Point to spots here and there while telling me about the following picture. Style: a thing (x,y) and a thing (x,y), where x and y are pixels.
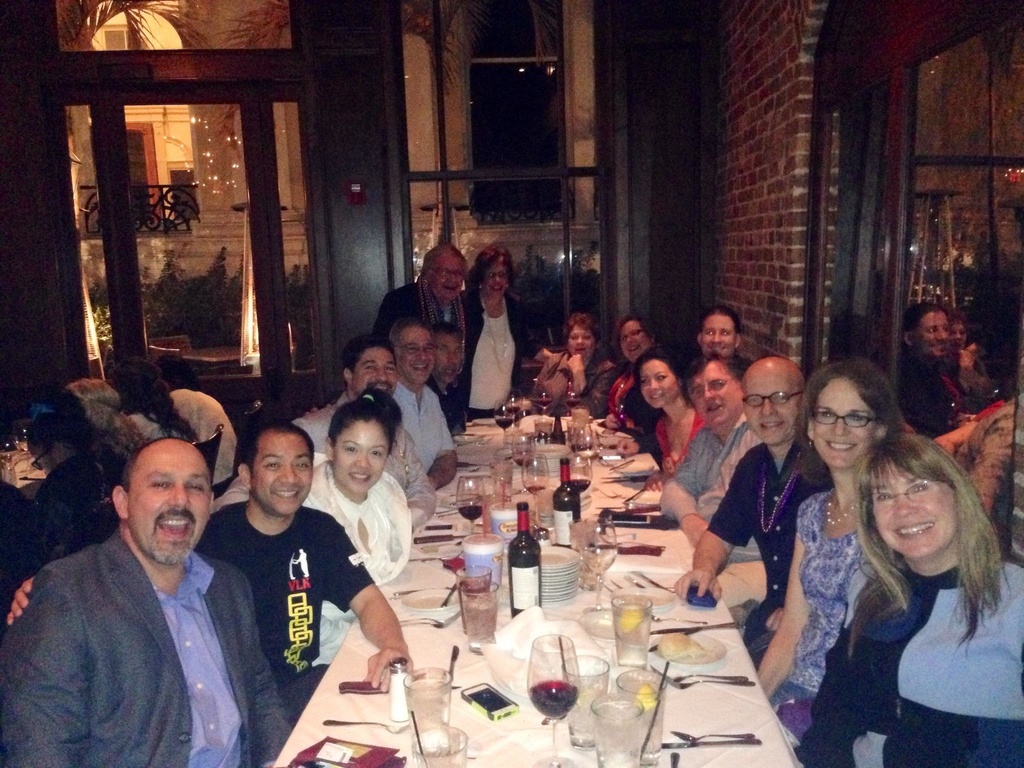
There is a group of people (438,401). They are sitting on a chairs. They are smiling and some persons (676,514) are wearing spectacles (768,396). In the center of the persons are standing. There is a table (397,735). There is a glass (567,766), bottle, cloth (349,729), mobile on a table (567,424). We can see in the background (641,75) wall (789,52), window (530,2) and plants (457,47).
